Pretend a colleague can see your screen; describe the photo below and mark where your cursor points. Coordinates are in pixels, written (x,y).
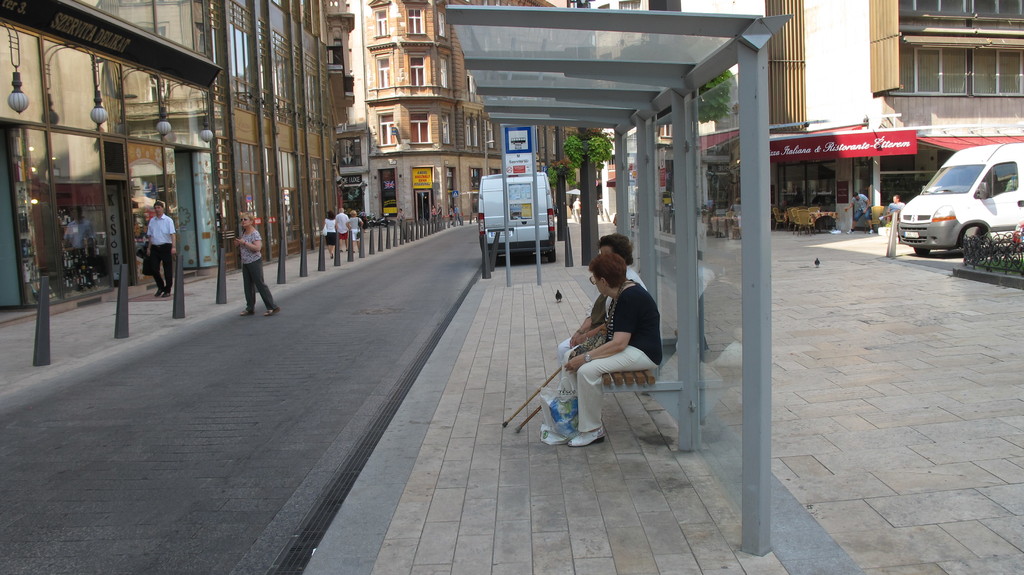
In this image I can see two person (600,363) sitting on the bench (653,387) and holding two sticks (556,374). The person (639,345) in front (587,371) wearing black shirt (654,336), white pant (614,356), background (543,184) I can see few other persons (247,268) walking, few vehicles (540,197), buildings (450,147) in brown color, four lights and I can also see a red color board (895,150) attached to the building (860,121).
